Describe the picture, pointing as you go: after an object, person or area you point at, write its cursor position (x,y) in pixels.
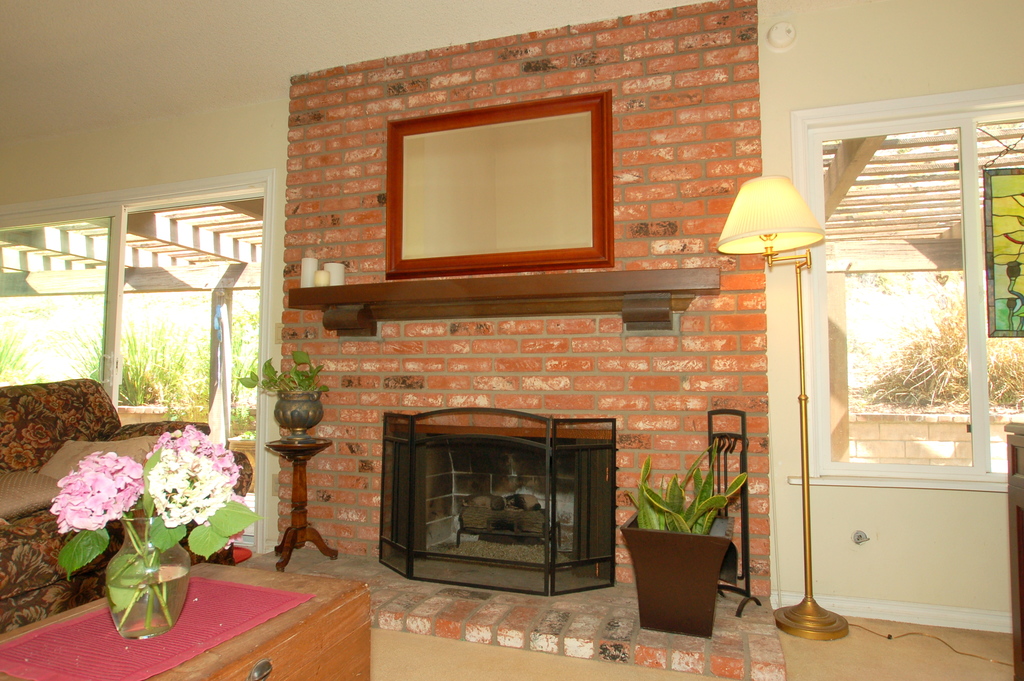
In this picture I can observe a fireplace (504,491) in the middle of the picture (444,392). On the left side (200,527) I can observe a flower vase (184,479) placed on the table (203,650). On the right side (778,221) I can observe a lamp (784,244). In the background (298,179) there is a wall (641,267). On the left side (183,364) I can observe some plants (164,362).
